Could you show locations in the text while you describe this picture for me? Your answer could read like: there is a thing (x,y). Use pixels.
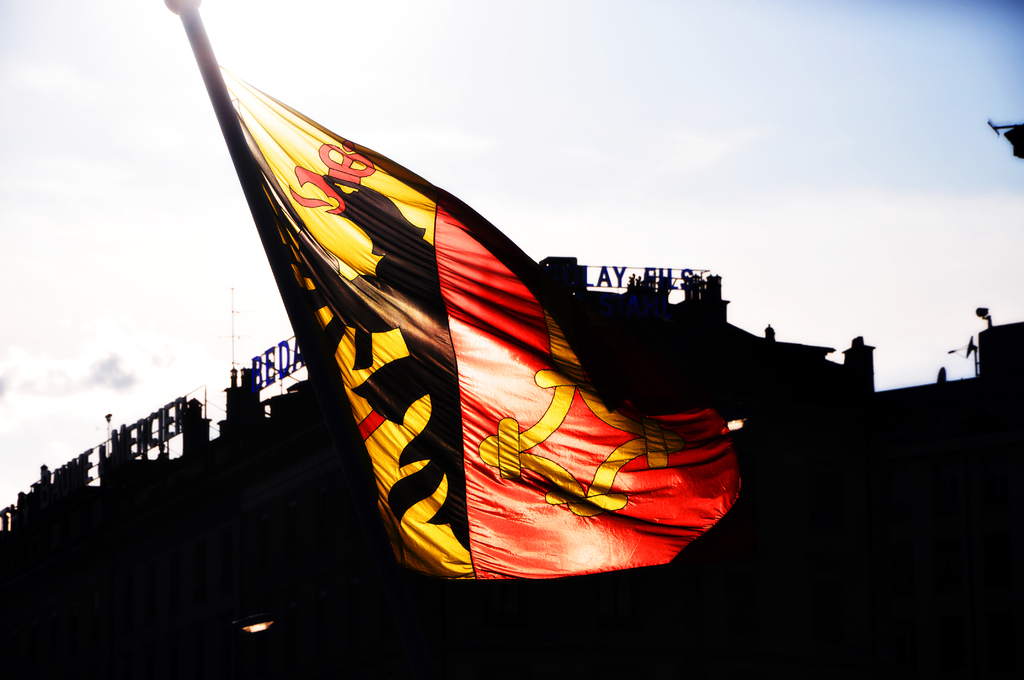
There is flag (390,246) in front of the image with two different colors and we can see the clear sky (508,155). There is a hoarding (263,365) behind the flag (389,403) written with some alphabets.
